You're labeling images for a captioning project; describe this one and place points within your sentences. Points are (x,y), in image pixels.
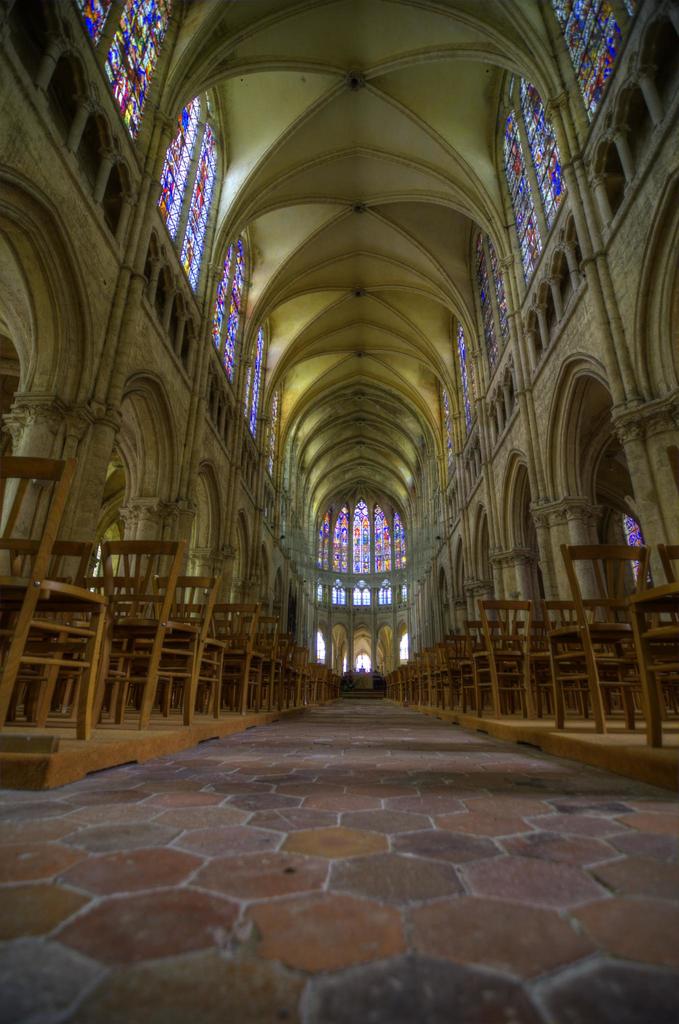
In this image I can see the interior (318,646) of the building (302,253). I can see the aisle (289,757) and many chairs (227,656) on both sides of the aisle (288,737). I can see the floor (352,895), the walls (106,289), the ceiling (415,336) and windows (188,197) of the building (271,177).
